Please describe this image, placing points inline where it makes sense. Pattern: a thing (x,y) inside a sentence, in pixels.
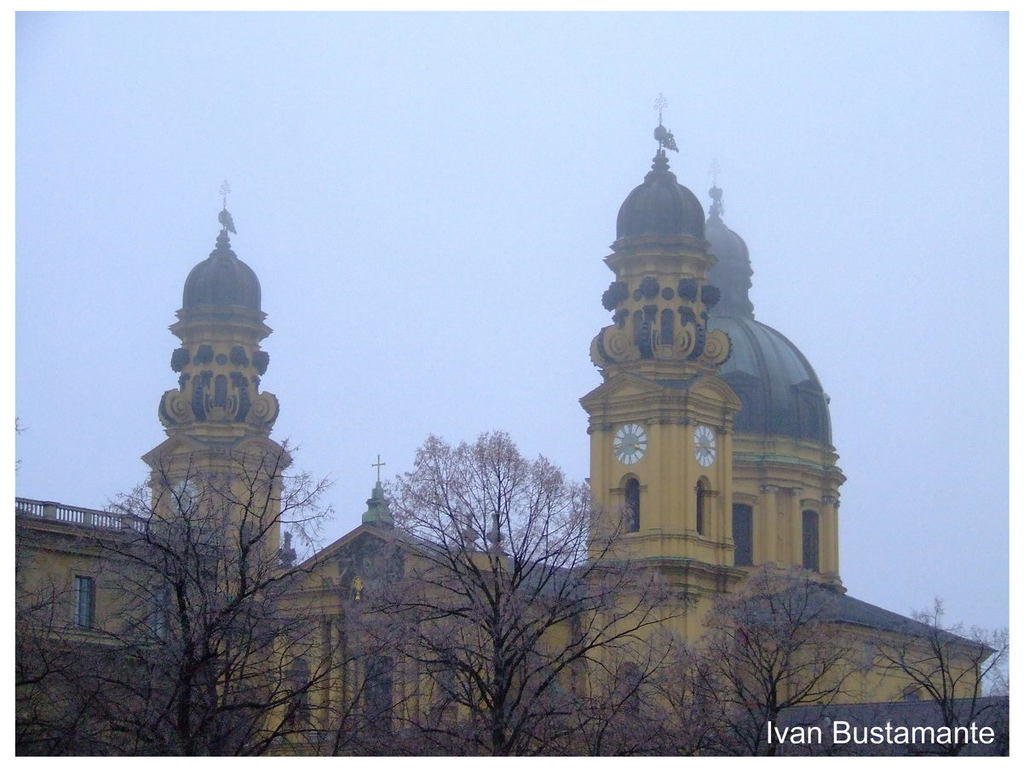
In the center of the image (631,408) there is a building (648,379). At the bottom (189,724) we can see trees (605,638). In the background (410,217) there is sky (446,193).
